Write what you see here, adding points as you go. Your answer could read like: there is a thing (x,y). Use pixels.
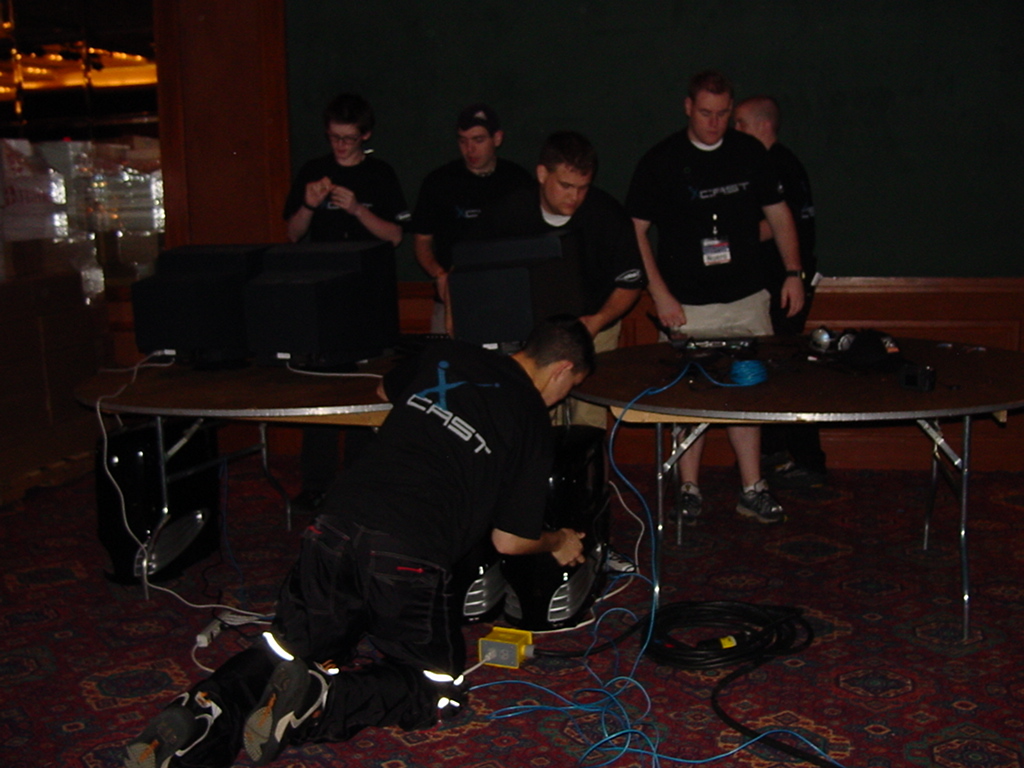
Here there are people (440,219) standing and a person (403,629) is standing on his knees (409,706). There are 2 tables (668,412) here. On the table (652,380) we can see headphones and some electronic devices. There are cables (737,723) on the floor (632,690).
